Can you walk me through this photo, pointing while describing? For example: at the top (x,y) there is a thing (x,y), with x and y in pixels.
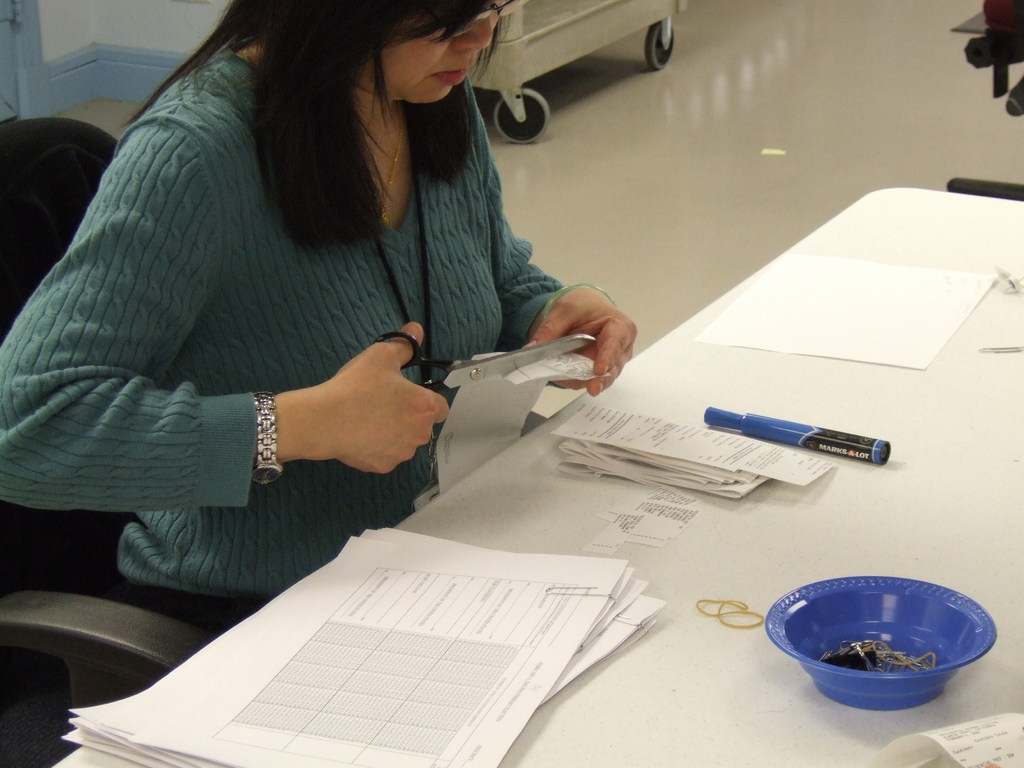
Here in this picture we can see a woman (308,299) sitting on a chair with table (694,662) in front of her and on that table (699,650) we can see number of papers (607,544) and bowl (806,617) and a sketch (792,429) present on it over there and she is trying to cut a paper (501,401) with a scissor (443,381) in her hand (433,404) and behind her we can see a trolley (533,75) present over there.
